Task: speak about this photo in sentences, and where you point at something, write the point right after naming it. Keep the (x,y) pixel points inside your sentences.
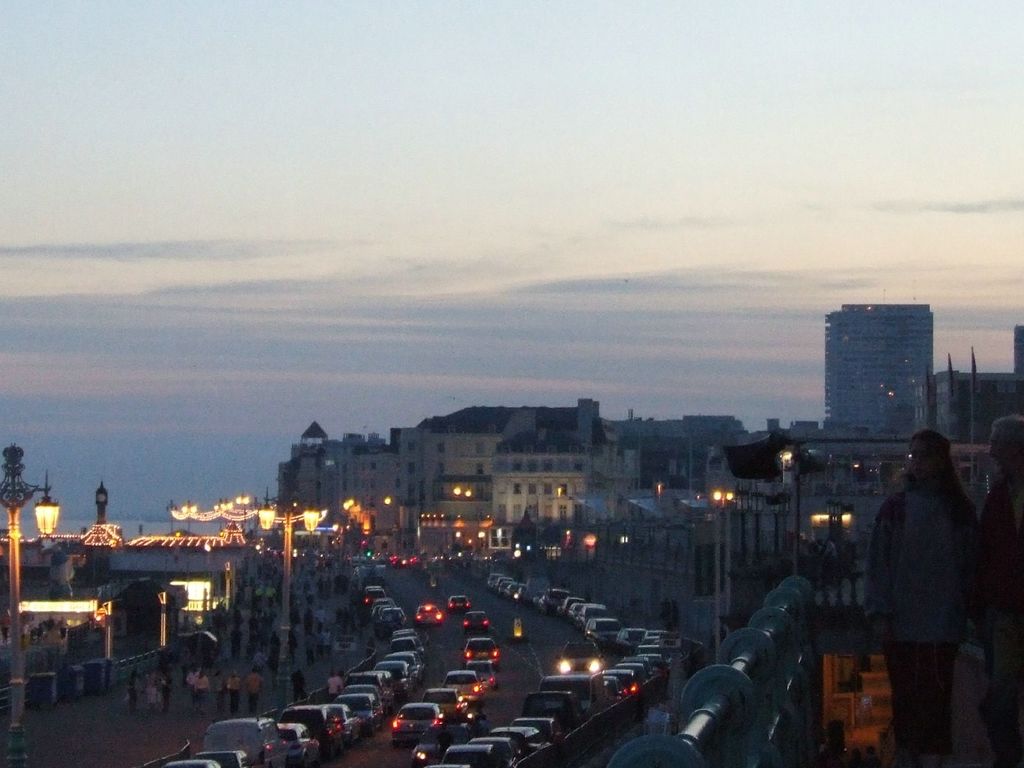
There are people (908,564) and a boundary (737,644) on the right side (702,695), there are vehicles (474,699), light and buildings (450,536) in the foreground (454,699) and the sky (300,366) in the background (451,388).
